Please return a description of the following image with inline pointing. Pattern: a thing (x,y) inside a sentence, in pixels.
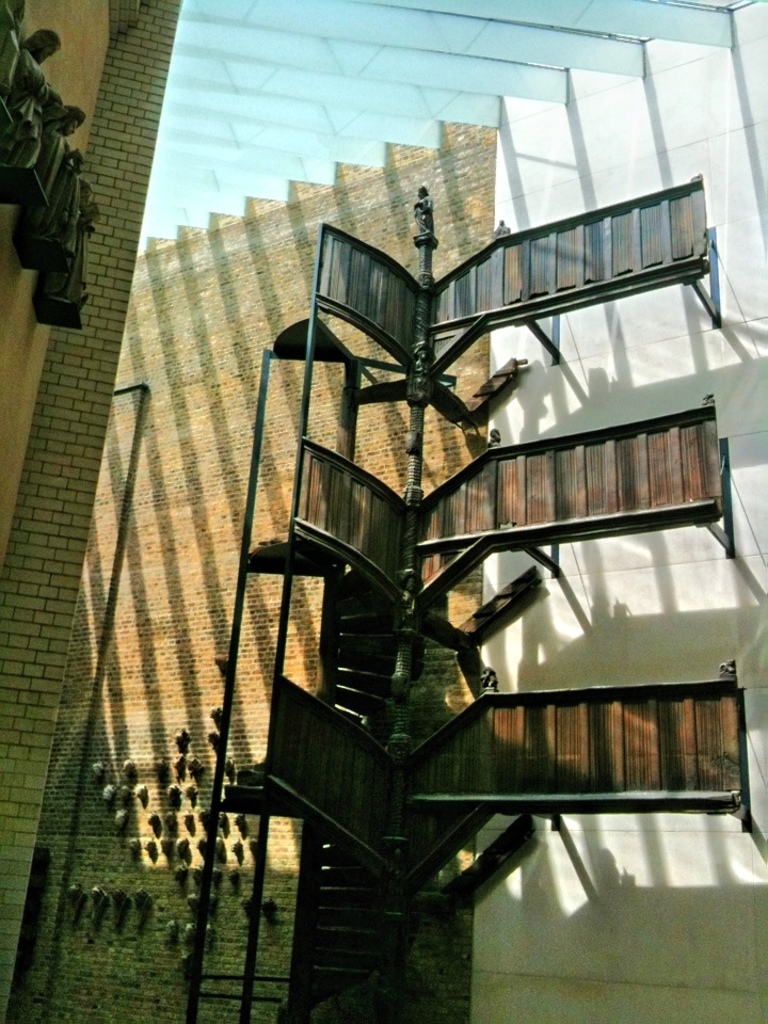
In this image there is a metal and wooden structure (406,551) is attached to the wall (199,712) of a building (199,712) and there are few objects (193,818) looking like stones (156,762) are hanging on the wall (112,749). On the left side of the image (64,220) there are a few statues (52,217) are on the wall (52,533). At the top of the image (343,153) there is a ceiling (341,96) with glass (378,69).
